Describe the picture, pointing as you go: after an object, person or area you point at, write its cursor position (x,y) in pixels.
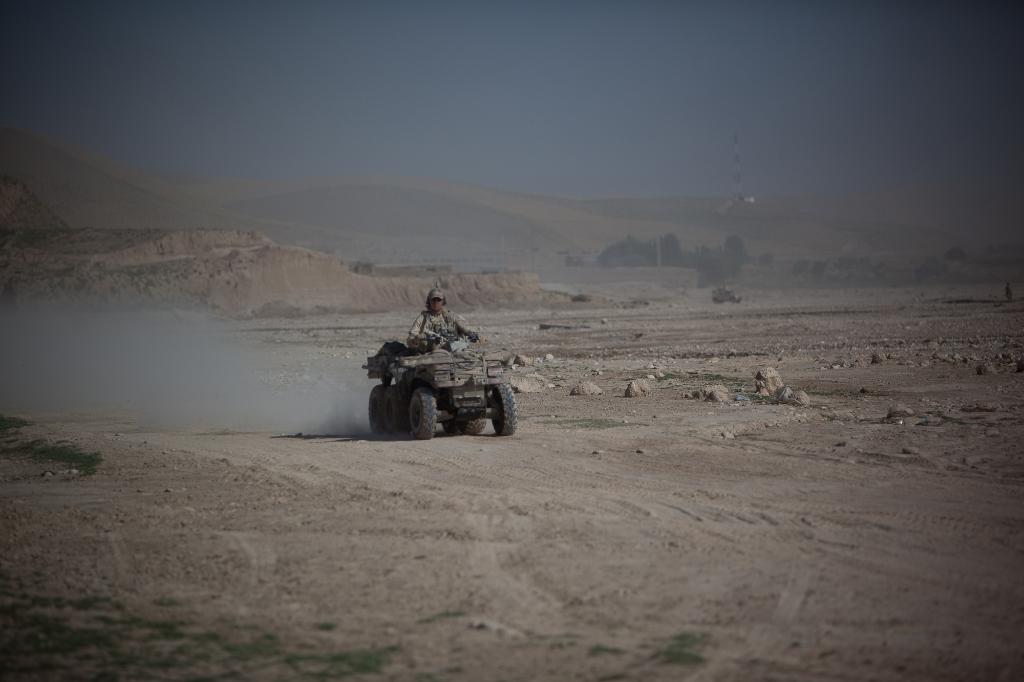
In this image we can see a person (419,321) sitting on the motor vehicle (450,350), plains (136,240), trees (626,255), electric tower (739,153) and sky (763,140).
